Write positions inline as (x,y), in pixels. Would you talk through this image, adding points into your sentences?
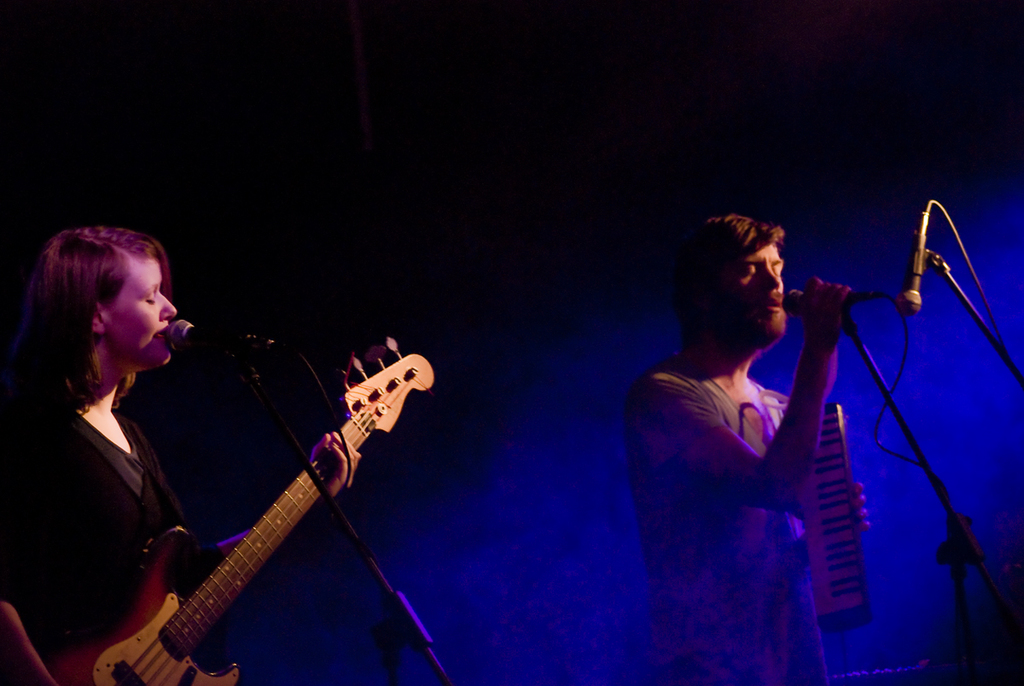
2 people (809,344) are standing and singing in front of the microphone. a person (121,557) at the left (103,563) is wearing a black dress (91,497) and holding a guitar (358,441). the person (720,348) at the right (704,334) is holding a keyboard (834,503). at the back (778,134) there is a black background (407,168) and from the right a blue light (959,378) is falling on them.
